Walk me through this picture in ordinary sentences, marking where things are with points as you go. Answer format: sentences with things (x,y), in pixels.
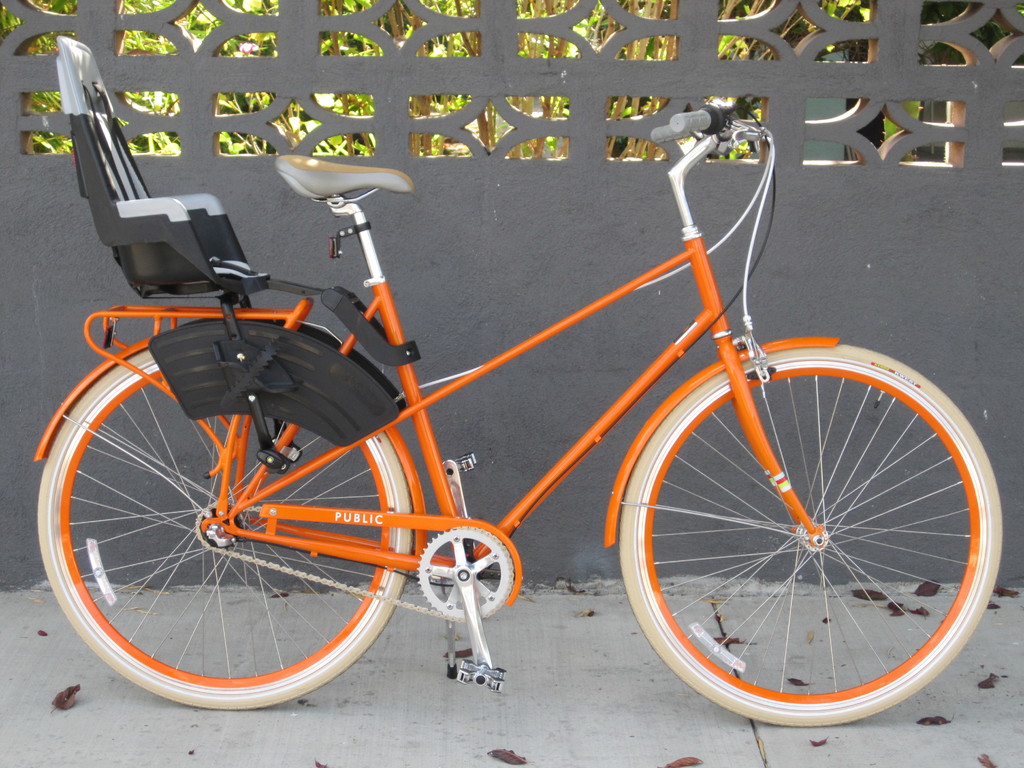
In this picture we can see a bicycle (752,405) and dried leaves (730,638) on the ground (951,739), fence (524,318) and in the background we can see trees (143,45).
